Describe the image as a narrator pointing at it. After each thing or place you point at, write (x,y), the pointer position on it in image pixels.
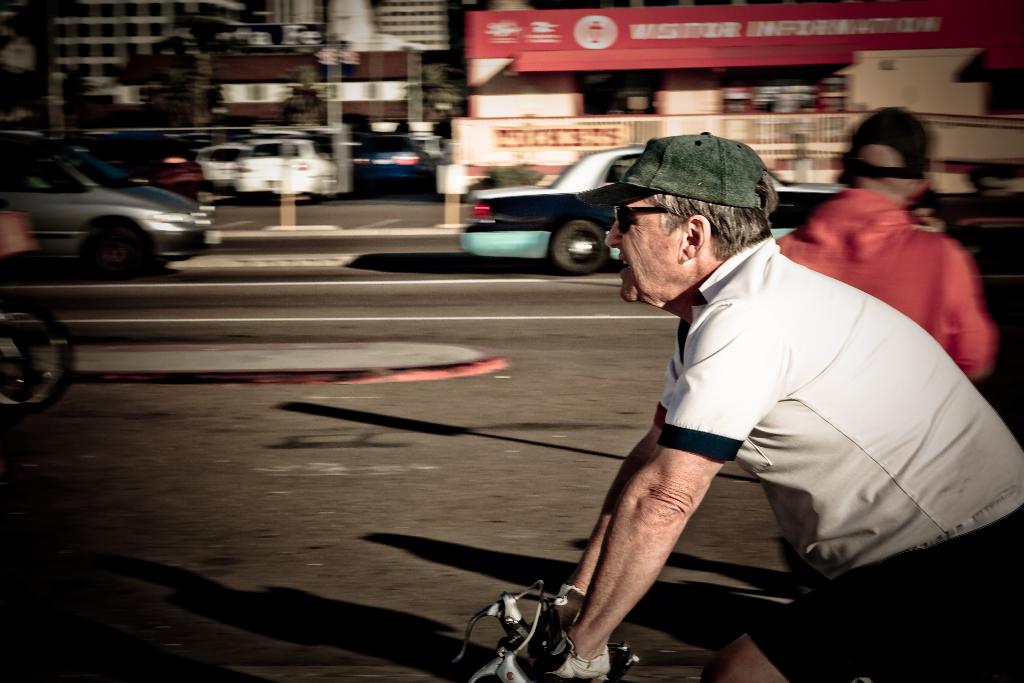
In the foreground of the image (776,475) we can see an old man (939,498) is riding on the bicycle (558,640). In the background (100,213) we can see many cars (519,196) and buildings (221,79) which are slightly blurred in the image.
